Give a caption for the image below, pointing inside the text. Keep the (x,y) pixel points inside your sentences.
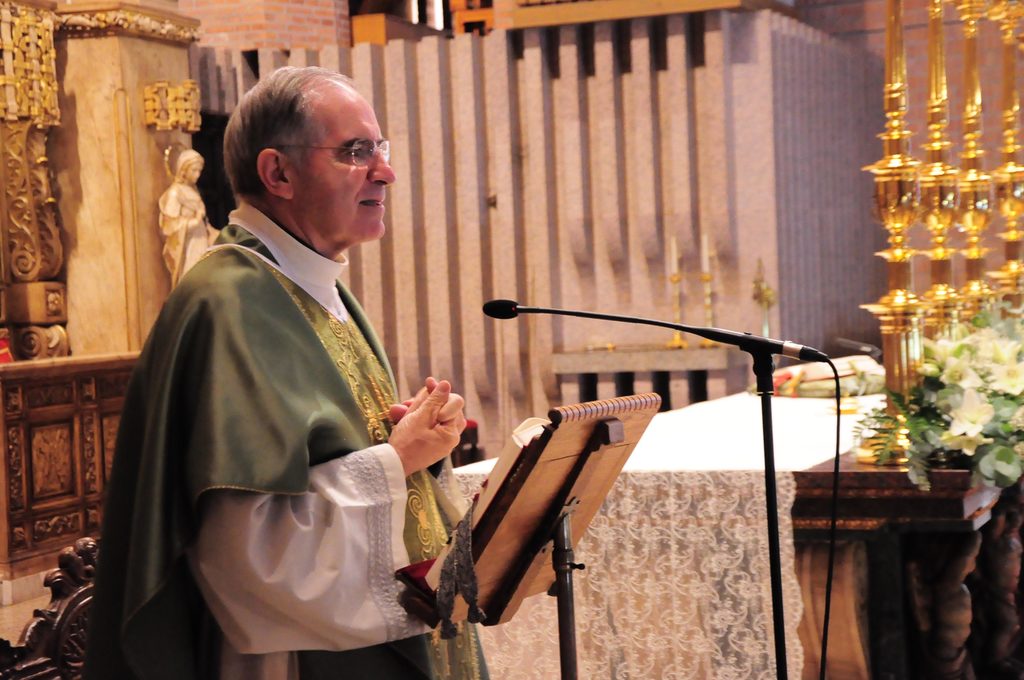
In this image there is a man (317,452) standing, in front of him there is a book (491,500) and a mike (762,361), in the background (826,496) there is a table (863,494) on that table (817,452) there is a cloth (821,454) and metal items (935,324) and there is a wall (146,47) for that wall (654,71) there are carvings (156,106).
